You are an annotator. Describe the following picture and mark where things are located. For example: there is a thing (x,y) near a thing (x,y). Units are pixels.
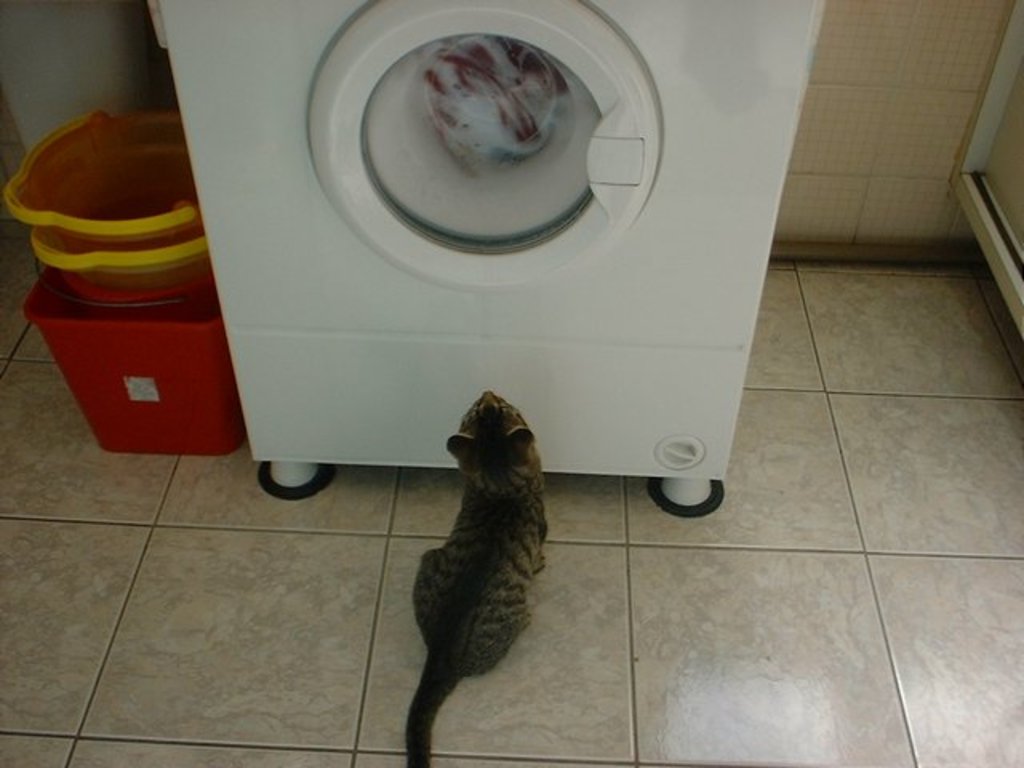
In this image I can see the washing machine (579,325) which is in white color. In-front of the machine (491,358) I can see a cat (493,537) which is in black and grey color. To the left (178,410) I can see some baskets (141,406) which are in red and yellow color. I can see the wall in the back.
